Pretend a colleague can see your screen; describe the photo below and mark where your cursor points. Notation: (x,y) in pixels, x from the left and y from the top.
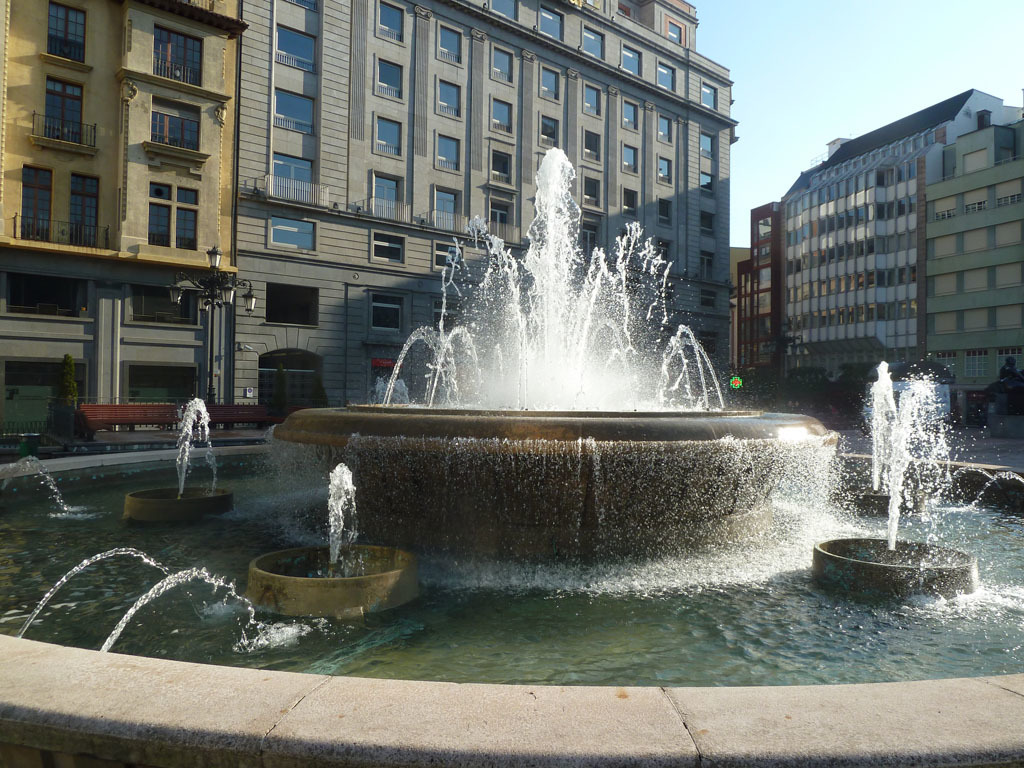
In this image in the center (350,458) there is a water fountain (423,544). In the background (397,262) there are buildings (384,231) and there is a light pole (212,304).
